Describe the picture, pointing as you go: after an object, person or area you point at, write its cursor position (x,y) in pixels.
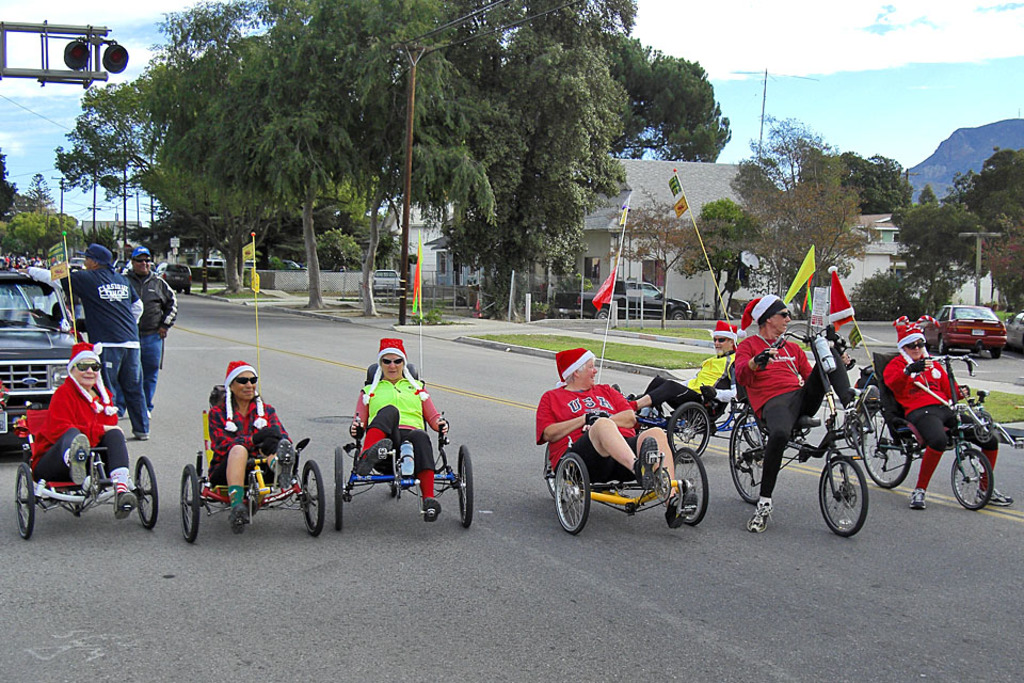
In the middle (582,364) a person (648,464) is riding a tricycle (656,487). This person (599,454) wore a red color t-shirt (565,415), cap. In the left side (84,412) 3 women (390,420) are riding the tricycles (258,465), they wore red color caps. There are trees (301,232) in the middle of an image (488,236).
